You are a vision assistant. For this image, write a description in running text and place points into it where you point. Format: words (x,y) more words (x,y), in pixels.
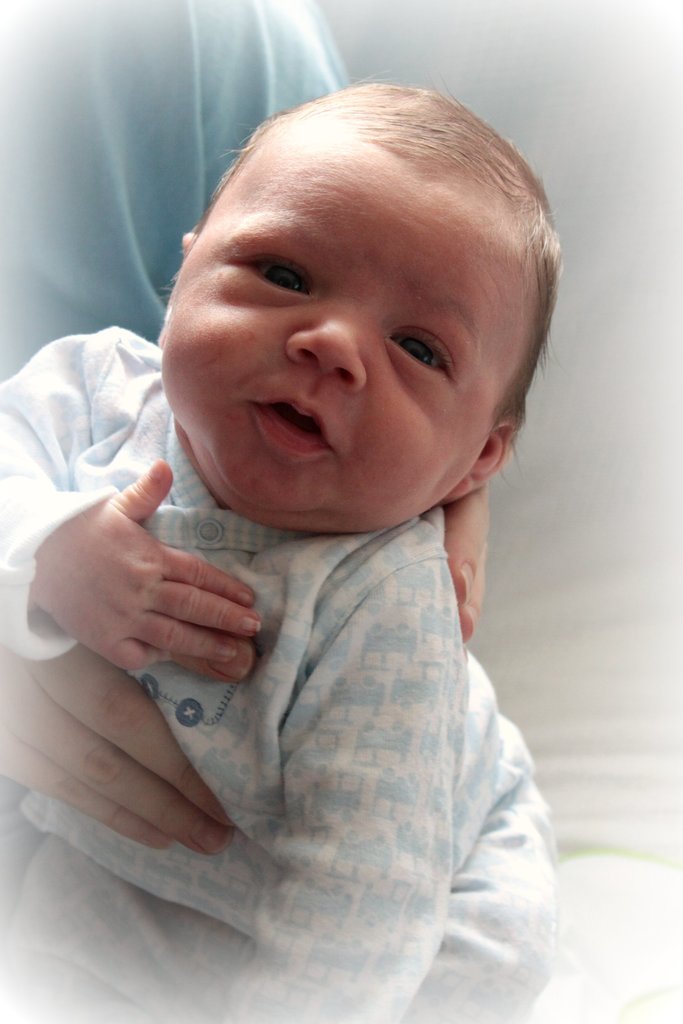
A person (165,78) is holding a child (323,583), both are wearing clothes (160,250).
